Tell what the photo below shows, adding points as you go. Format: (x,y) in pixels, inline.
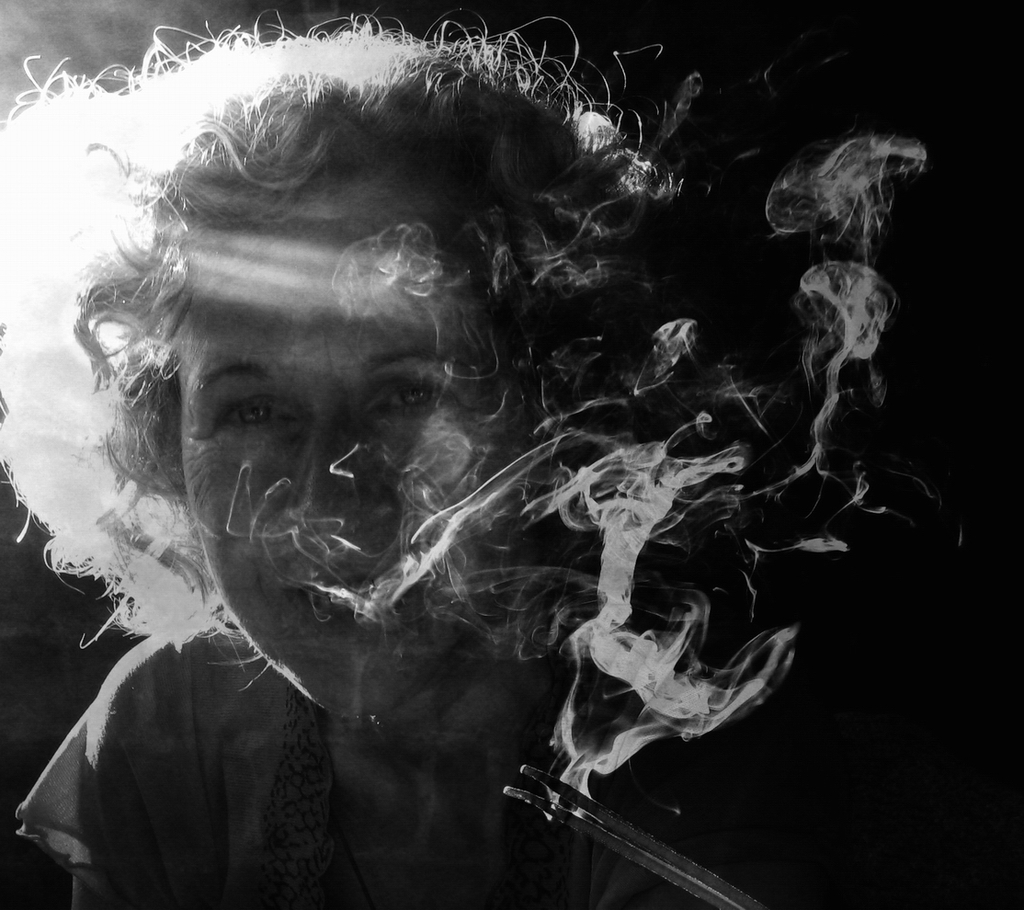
In the foreground of this picture (274,434) we can see a person (359,804) seems to be sitting. At the bottom (576,812) there is an object (611,838) which seems to be releasing the smoke (626,528). The background of the image (949,473) is dark.
